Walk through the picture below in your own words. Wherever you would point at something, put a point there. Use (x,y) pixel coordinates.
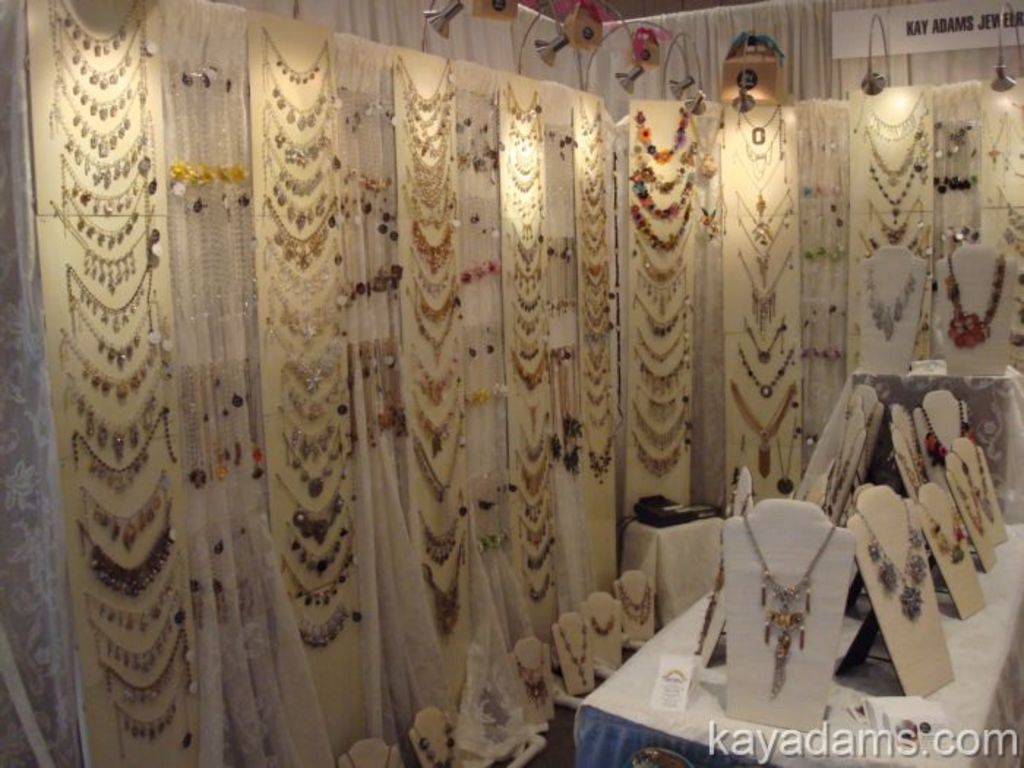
In this image we can see ornaments (901,309), a table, beside that we can see text (1013,28) written on the board (986,30), And we can see curtains (658,18), at the bottom (825,725) we can see the watermark (1002,751).
